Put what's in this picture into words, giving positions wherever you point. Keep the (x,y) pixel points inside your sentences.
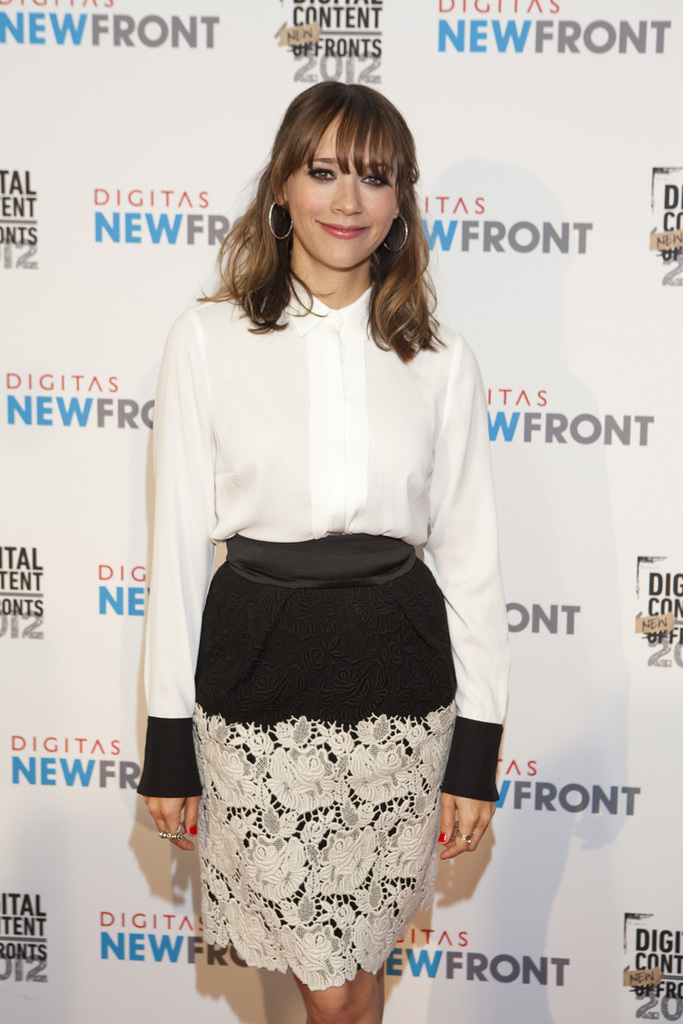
In this picture there is a woman (426,400) who is wearing white shirt (339,353) and black and white skirt (437,815). She is standing near to the banner (554,712). She is smiling. In that banner (652,254) we can see the quotations (623,426) and logo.
